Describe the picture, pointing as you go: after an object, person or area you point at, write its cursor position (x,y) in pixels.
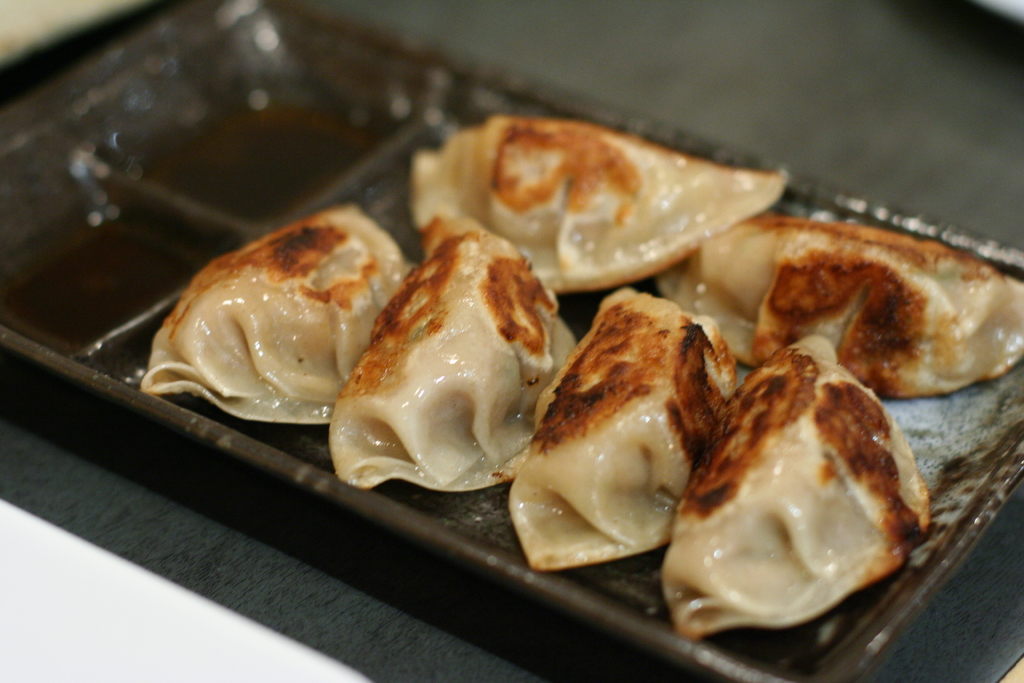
In this image I can see food (479,463) which is in cream and brown color and the food (538,541) is in the tray (454,554). The tray (512,557) is in brown color.
